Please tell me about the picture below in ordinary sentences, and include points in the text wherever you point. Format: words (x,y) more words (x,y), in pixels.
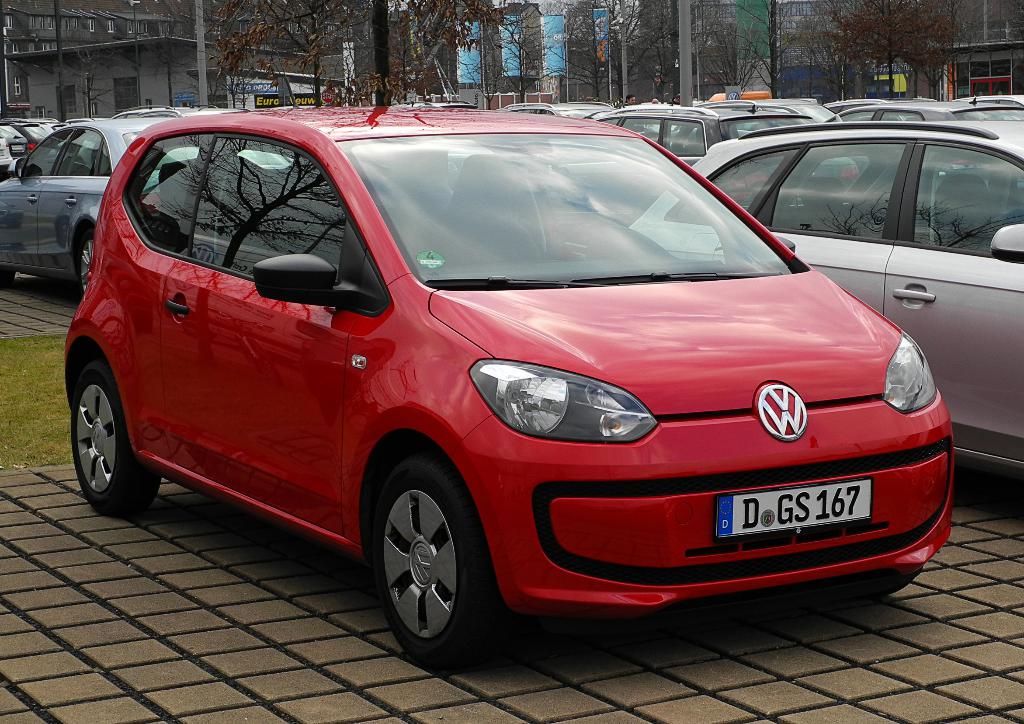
In this image, we can see vehicles (522,435) on the road (143,588) and in the background (325,73), there are trees (664,34), buildings (52,51), boards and poles (564,49) and banners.
